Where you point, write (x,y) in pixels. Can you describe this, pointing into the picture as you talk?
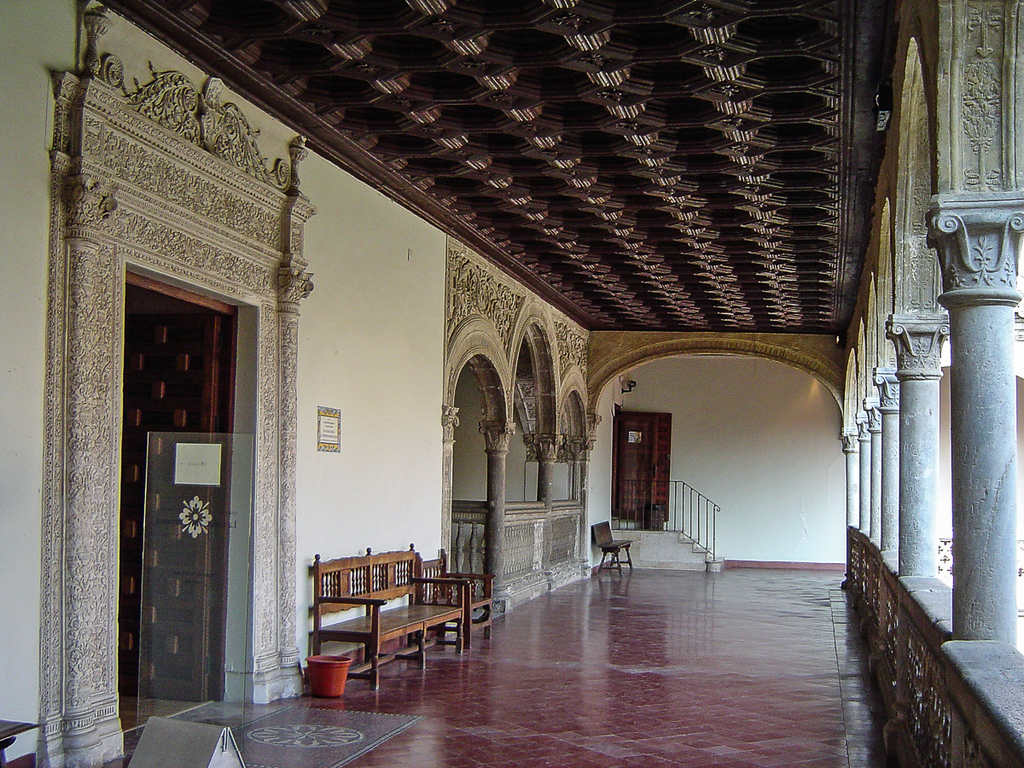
In this image I can see a bucket (335,670), a bench (395,643) in the centre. In the background (684,535) I can see a chair (607,520), stairs (647,544) and few doors (657,486). On the right side of this image (887,467) I can see number of pillars (953,428).
